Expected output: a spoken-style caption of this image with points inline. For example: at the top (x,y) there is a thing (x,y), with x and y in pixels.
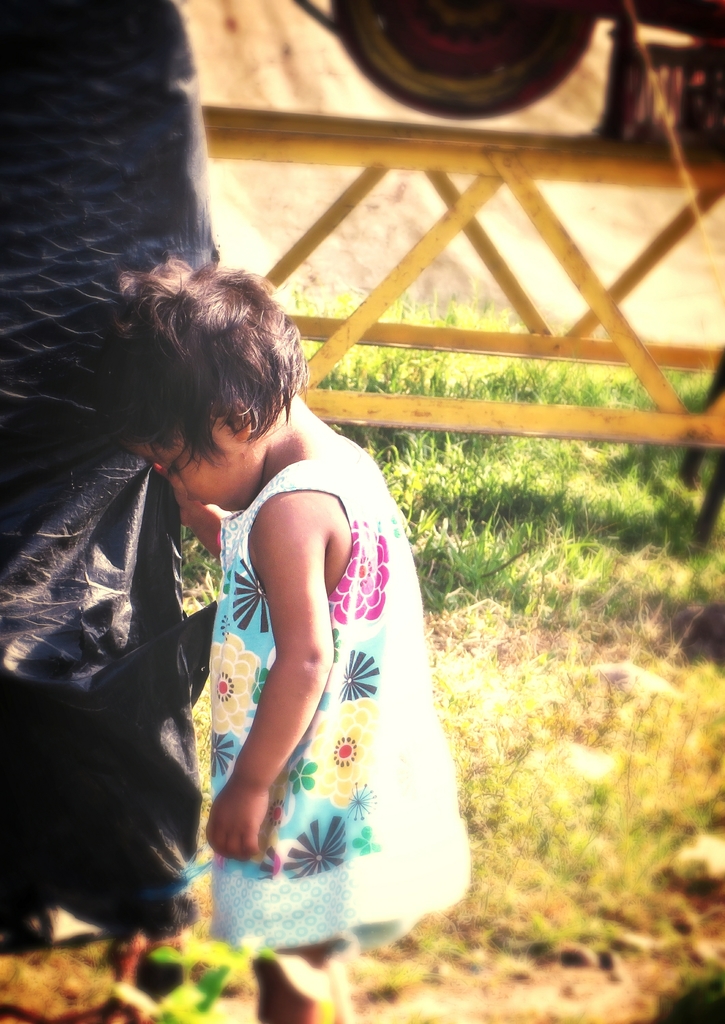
In the foreground of this picture (309,591), there is a girl (274,641) standing on the grass (580,1009) and there is also a black color cover (75,275) on the left side of the image (61,464). In the background (405,45), we can see a Tyre (434,58), rods (466,163), and the grass (573,440).
